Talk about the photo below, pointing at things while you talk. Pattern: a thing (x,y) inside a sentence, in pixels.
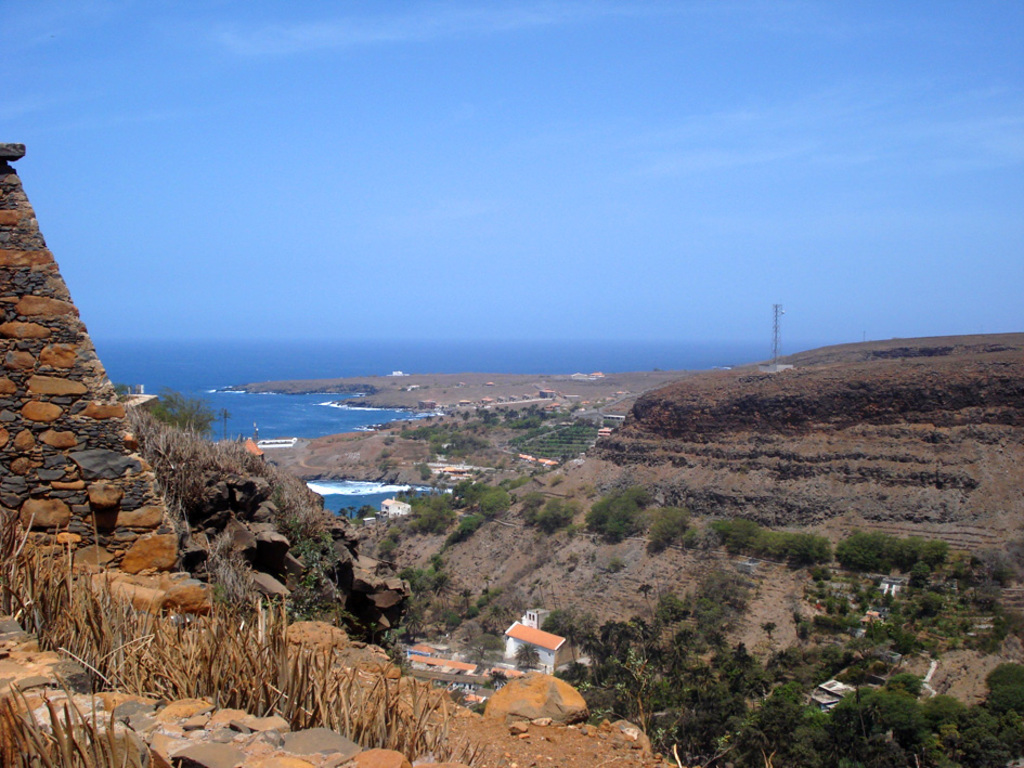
This is the picture of the view of a place where we have a sea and around there are some trees (777,754), plants (151,689), houses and the mountains (730,631).
